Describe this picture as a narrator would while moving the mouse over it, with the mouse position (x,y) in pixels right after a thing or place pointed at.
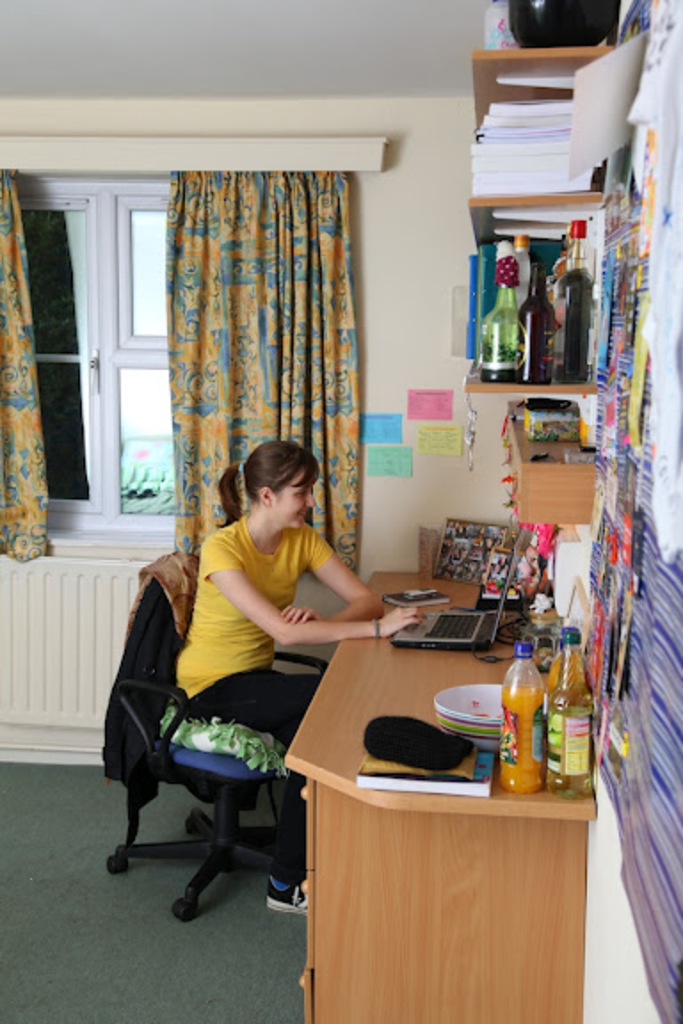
The image is inside the room (315,872). In the image there is a woman (261,621) who is sitting on chair (233,740) in front of a laptop (461,635). On chair (249,742) we can see some clothes (169,635) and in front of a woman (385,635) there is a table (461,669) on which a laptop (475,645) is placed. On table (415,697) we can see bowl (495,693), bottle (512,690), frames (474,542) on right side (552,204) there is a shelf (544,197) on shelf (545,214) we can see some bottles (510,306), books (526,169), jar (549,22), wall (434,240), papers (436,400) in middle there is a window (142,385) which is closed and curtains (252,289).
